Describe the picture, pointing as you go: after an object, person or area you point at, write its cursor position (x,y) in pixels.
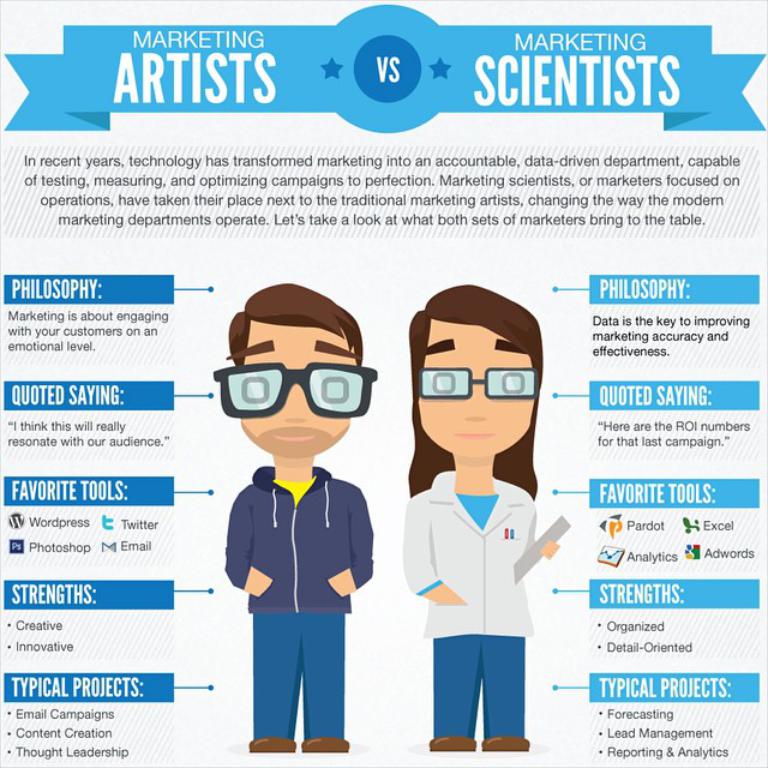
This is a poster. In the center of the image (491,325) we can see two people (372,550) are standing and wearing spectacles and a lady (480,507) is holding a paper (515,563). In the background of the image (24,309) we can see the text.
